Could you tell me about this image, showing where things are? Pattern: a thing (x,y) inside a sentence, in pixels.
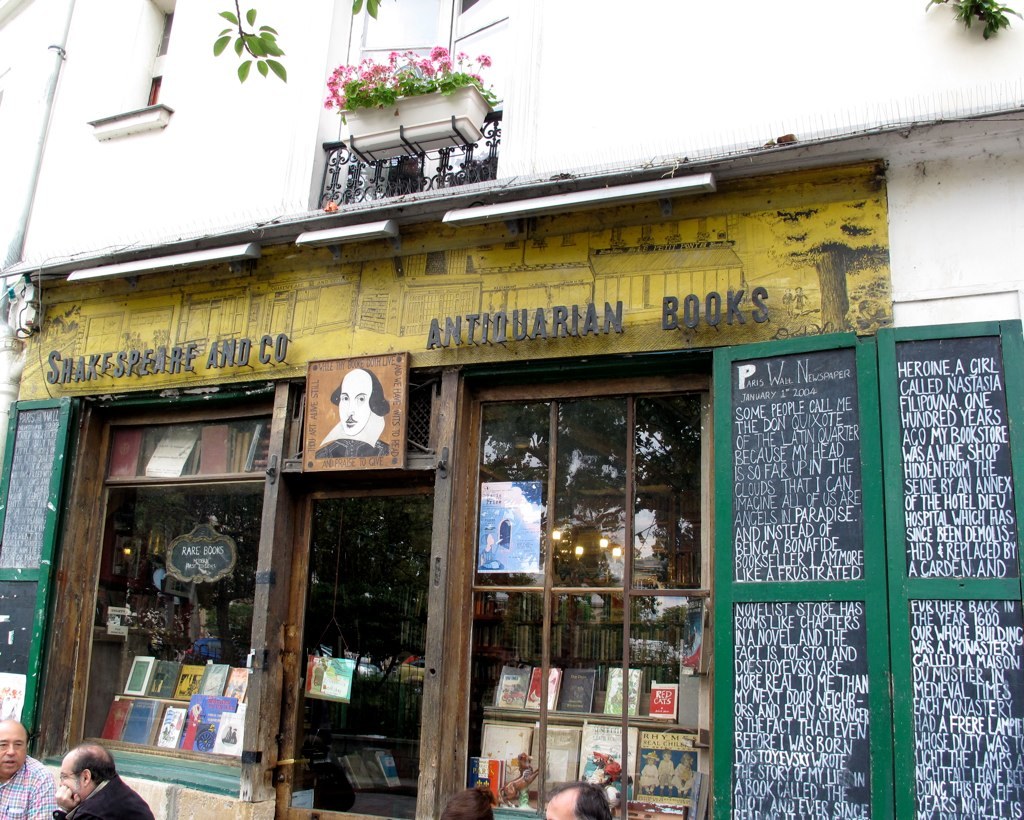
In the foreground of this image (971,548), there are few boards (826,592). At the bottom (589,801), there are few people (78,783) sitting. In the middle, inside the glass (531,692) there are few books (210,714). We can also see a frame (361,364) and some text (577,321) to the building (422,246). At the top (412,38), there is a flower pot (450,62), window (426,5) and the railing (447,154).
